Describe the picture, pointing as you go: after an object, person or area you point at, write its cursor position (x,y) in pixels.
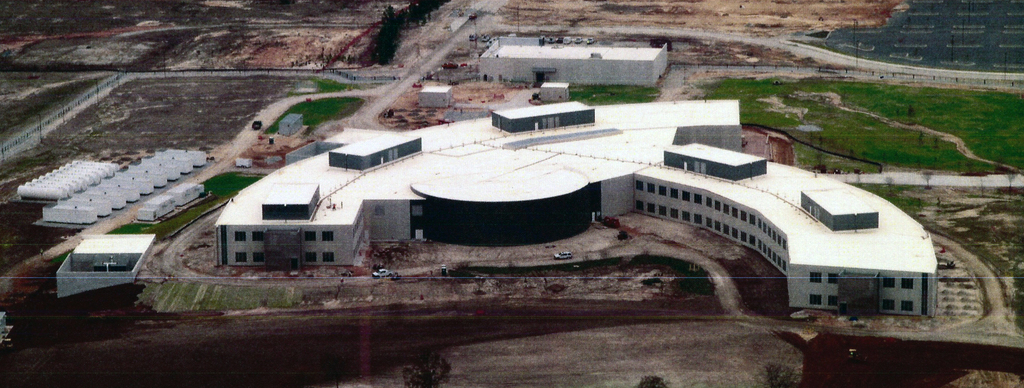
In the foreground of this image (456,244), there are buildings (399,188), land (369,369), grassland (836,146), few trees (394,22) and roads (419,63).
